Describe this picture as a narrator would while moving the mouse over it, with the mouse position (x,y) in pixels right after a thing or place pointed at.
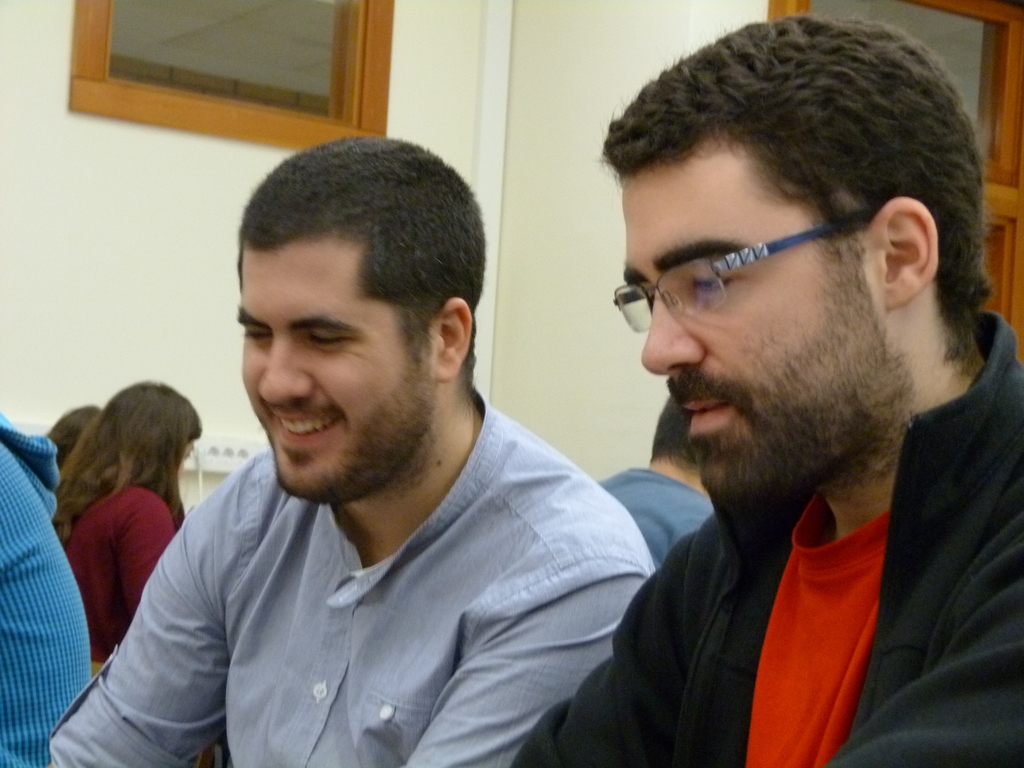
In this image in the foreground (783,219) there are two persons (360,271) one person (885,451), is wearing spectacles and one person (311,575) is smiling. And in the background (138,455) there are some people (64,491), and there is a switchboard (216,452), window (268,95), wall (596,86), and on the right side of the image (966,80) there might be a door (991,207).
